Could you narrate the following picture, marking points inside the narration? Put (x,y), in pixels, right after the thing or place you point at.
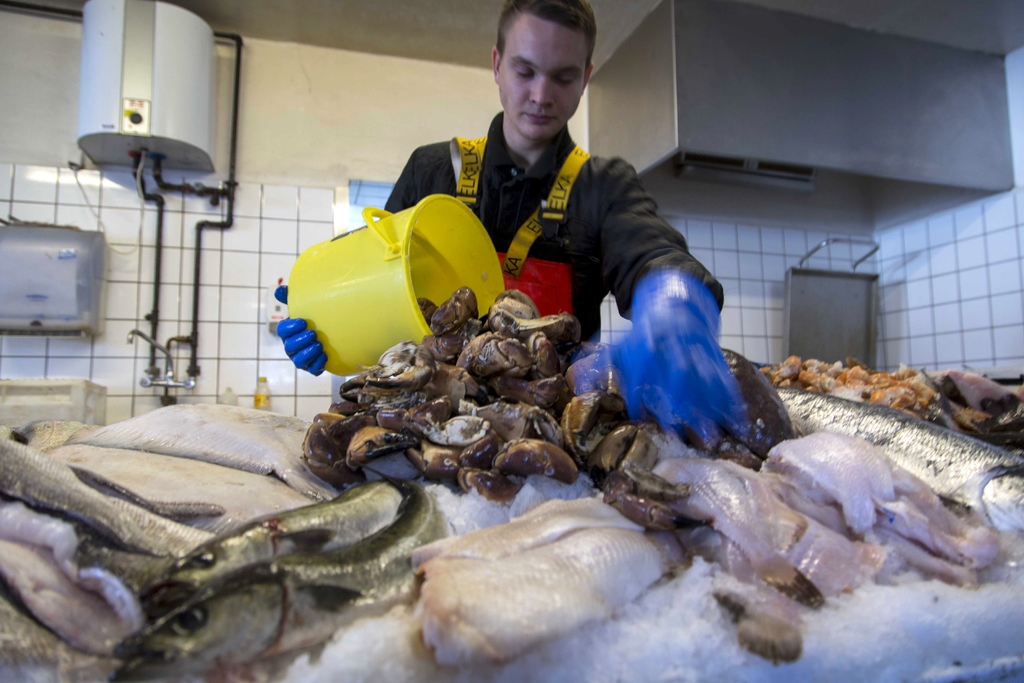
The picture seems to be clicked inside the room (388,156). In the center (380,293) we can see a person (546,155) wearing black color dress (590,203), blue color gloves (674,403), holding a yellow color bucket (417,220), standing and in the foreground (779,516) we can see the group of fishes (293,581) and we can see some marine creatures (863,380) and the white color particles (474,506) which seems to be the snow (879,606). In the background (897,308) we can see the wall (934,269) and electronic devices (170,71), metal rods (221,228) and some other objects (260,394).
